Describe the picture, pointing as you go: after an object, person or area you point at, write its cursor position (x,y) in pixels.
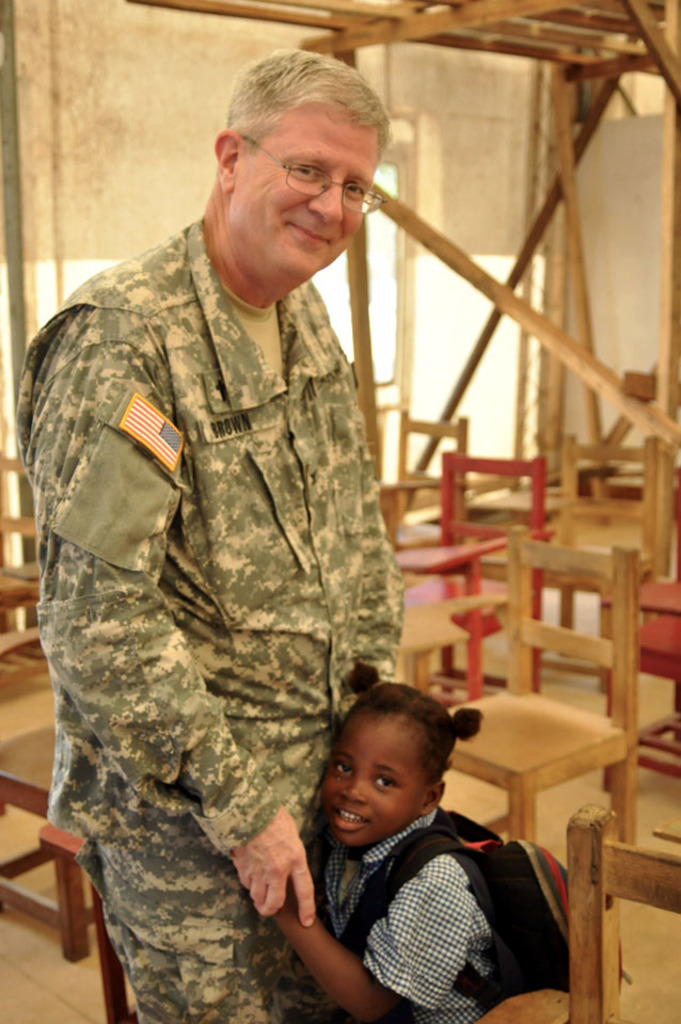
In the picture we can see a man (197,836) and a girl child (428,899) standing together and man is in army dress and behind them we can see some chairs (632,611).
